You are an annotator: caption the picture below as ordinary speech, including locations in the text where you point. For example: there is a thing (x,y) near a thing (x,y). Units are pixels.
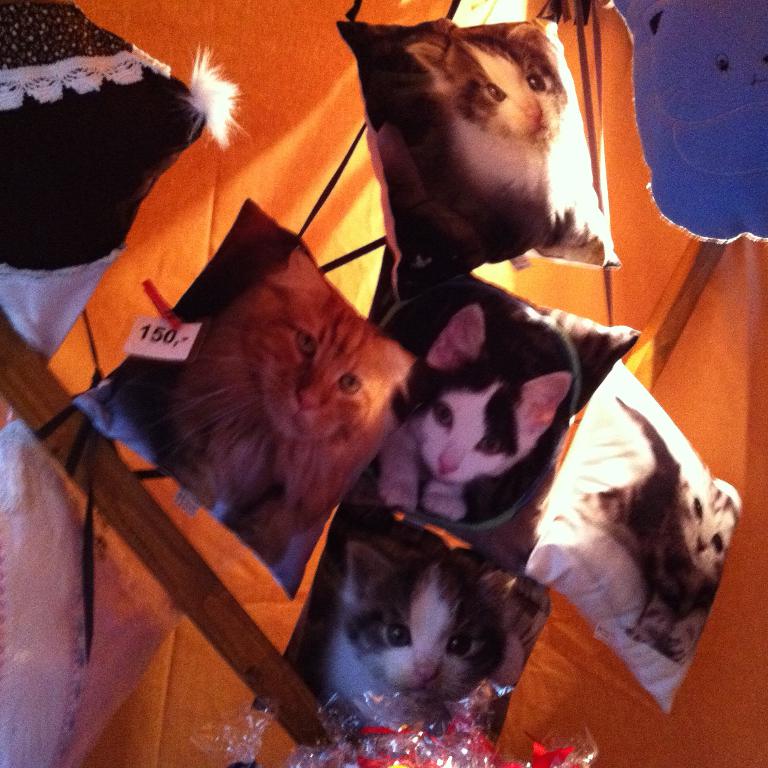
In this image we can see pillows (230,366) upon which we can see cat pictures (448,566). Here we can see wooden stick (224,614) and tent (229,145) in the background (315,201).
